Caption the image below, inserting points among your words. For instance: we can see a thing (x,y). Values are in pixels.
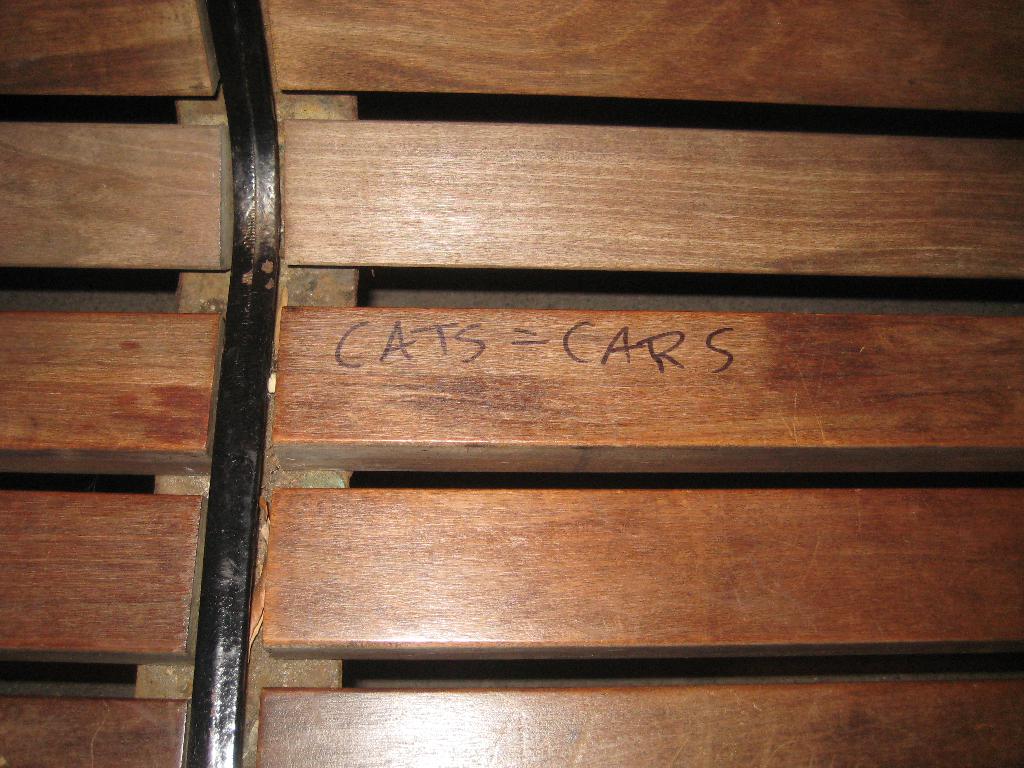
In this picture I can see a bench (268,221), on which I see the wooden things (347,211) and I see 2 words (442,350) written on the center of this image (462,353).
